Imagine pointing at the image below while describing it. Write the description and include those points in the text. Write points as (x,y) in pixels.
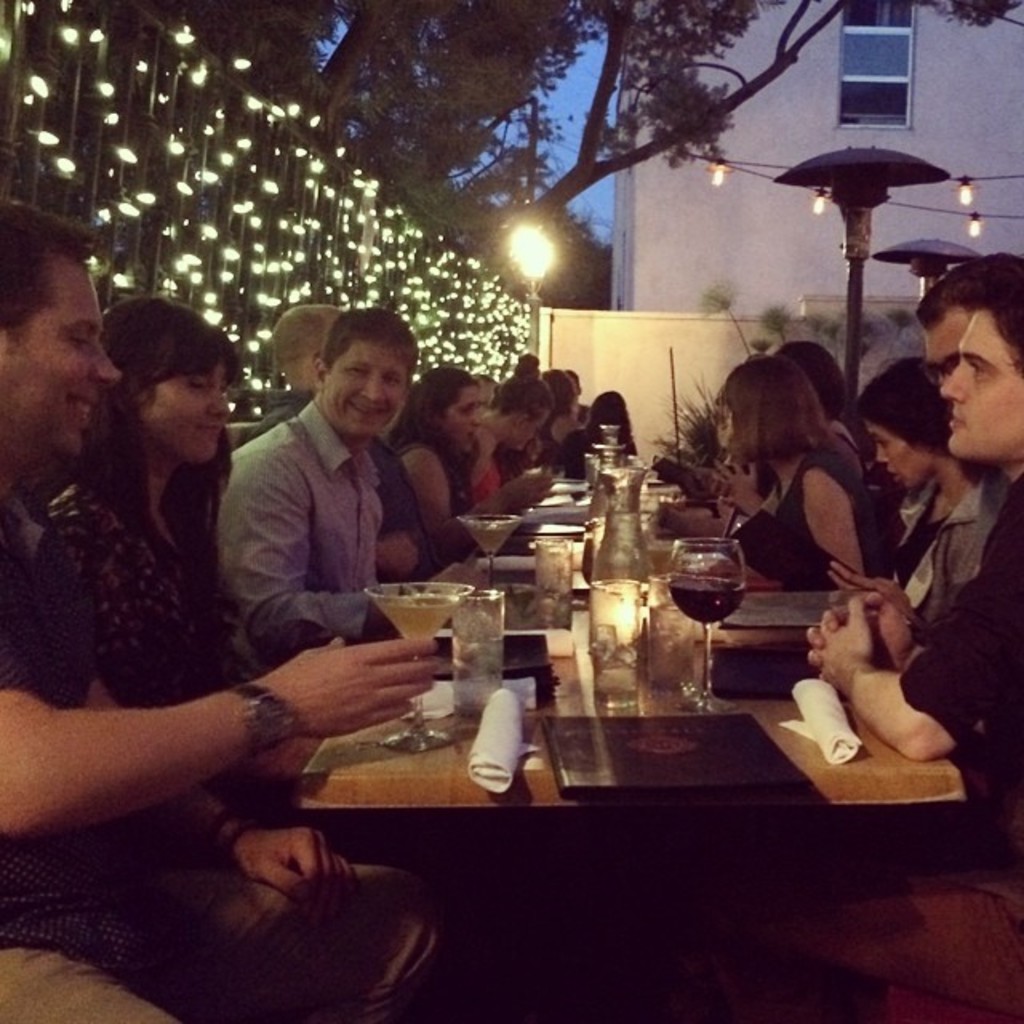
In this image there are group of people (779,357) sitting in chairs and on table (454,681) there are glasses (619,605), jars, papers (520,699), napkins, menu cards (609,782), and at the back ground (471,218) there are lights (539,230), trees (343,6), building (978,58).
